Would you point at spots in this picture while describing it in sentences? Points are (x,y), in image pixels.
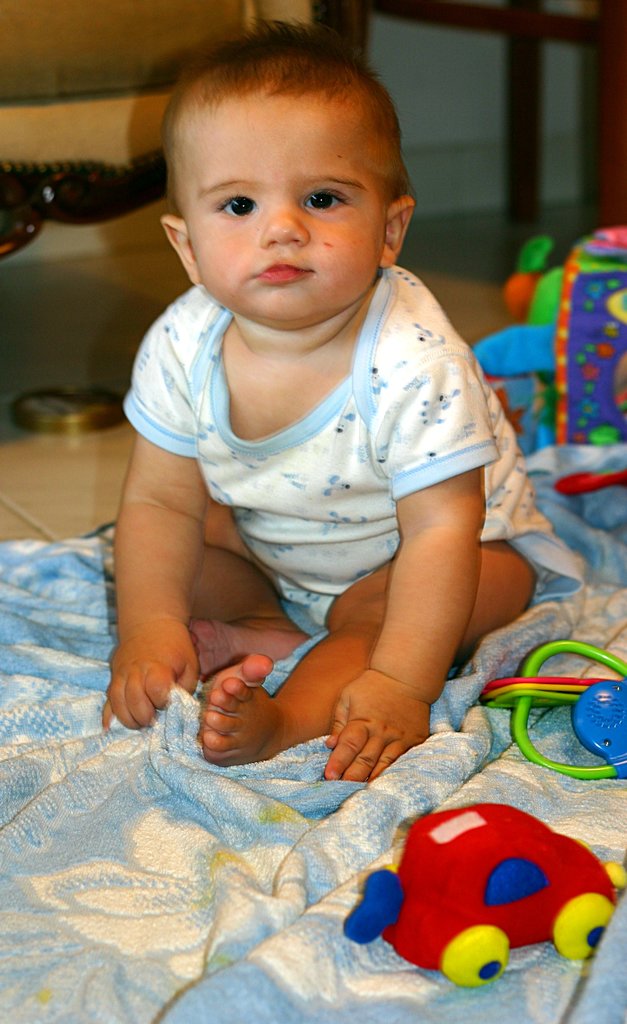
In this picture we can see toys (561,320) and a child (415,456) on a cloth (305,796) and in the background (458,129) we can see wall (373,21).
